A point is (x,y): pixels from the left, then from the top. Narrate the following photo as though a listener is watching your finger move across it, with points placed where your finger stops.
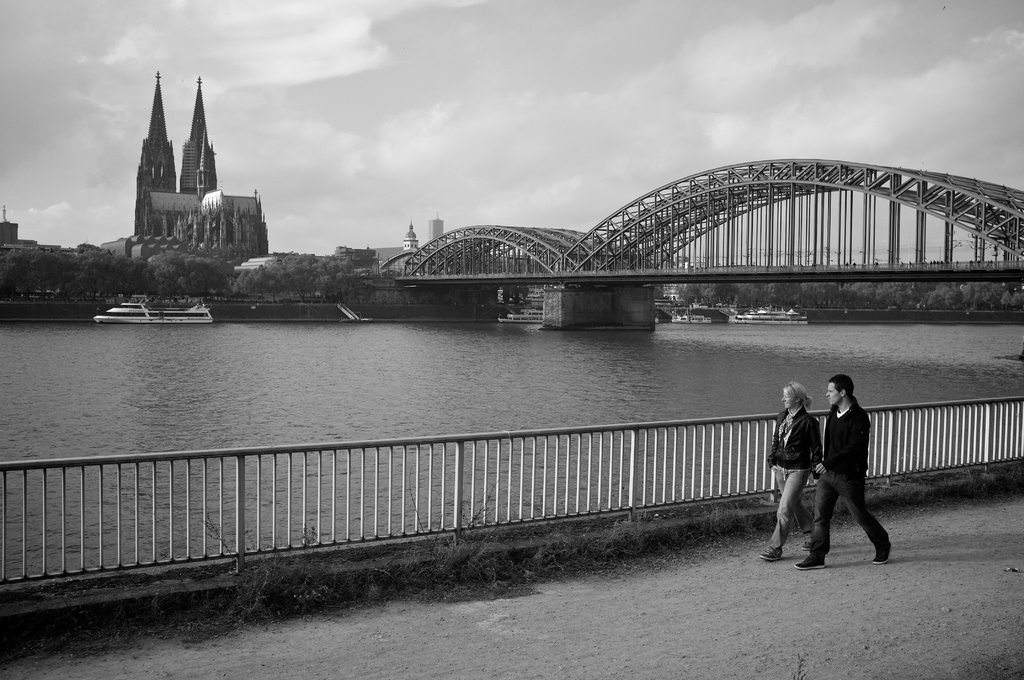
In the picture we can see a man (834,486) and a woman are walking on the path (953,585) besides, we can see a railing (153,538) and the water (144,525) behind it and we can see a bridge (475,246) on the water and some boats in the water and in the background (237,230) we can see some buildings (202,217) and a sky (369,135) with clouds (288,239).
